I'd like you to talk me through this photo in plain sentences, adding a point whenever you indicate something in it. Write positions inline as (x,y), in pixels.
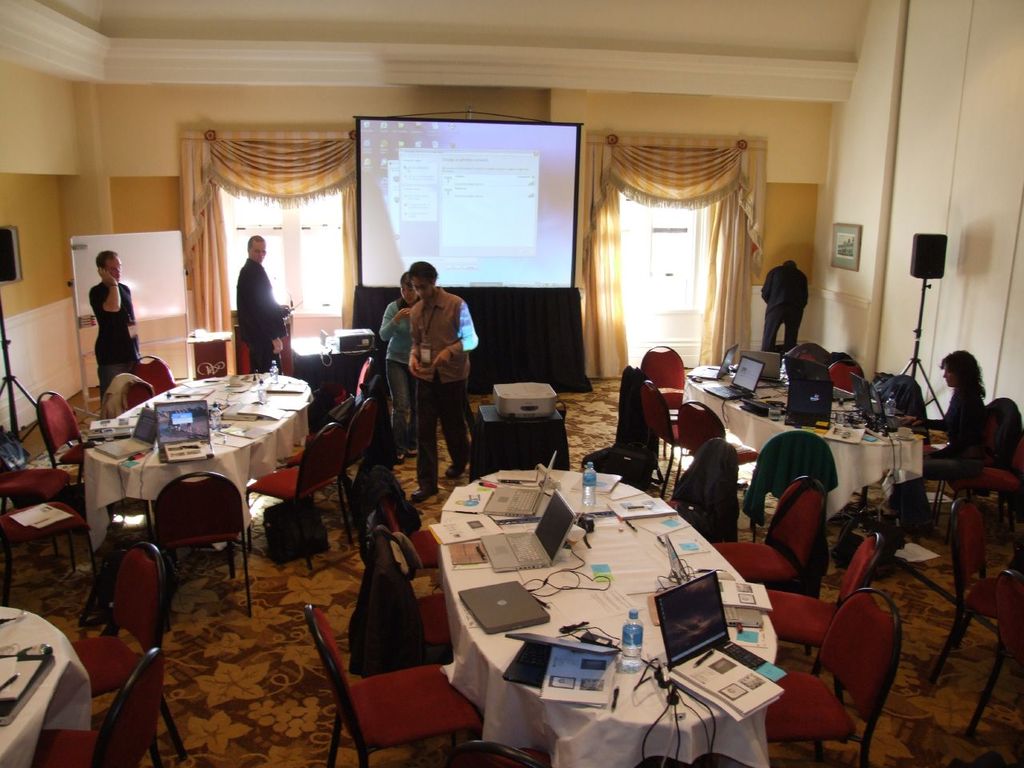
The photo is inside a hall (866,333). There are four tables (246,420) surrounded by chairs (398,515). On the table (556,618) there are laptops (507,613), bottles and papers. Few people (800,309) are standing in the room (858,374). One lady (949,408) on right side (952,400) is sitting. Beside her there is a speaker (919,265). In the background (533,192) there is a screen (517,276) two windows (651,285) with curtains (234,187) and a white board (150,274) is there.
